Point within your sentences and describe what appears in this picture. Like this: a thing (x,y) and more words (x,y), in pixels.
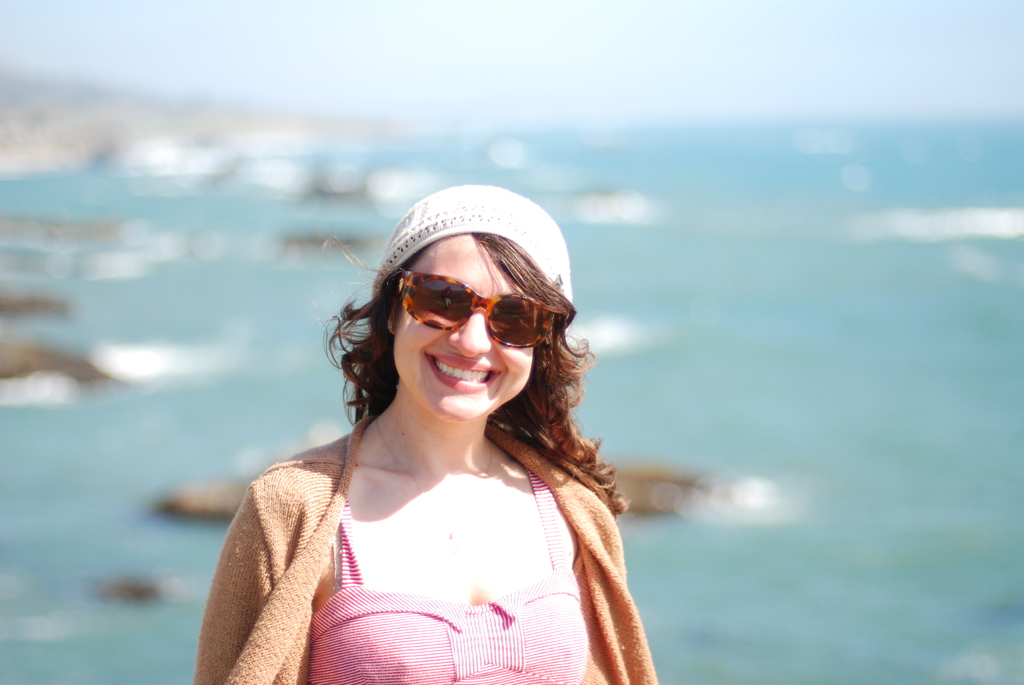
In this image I can see a woman (218,634) and I can see she is wearing a white colour cap (423,238), brown shades (529,312) and brown colour jacket (299,551). I can also see smile (468,371) on her face (463,394) and I can see this image is blurry from background.
